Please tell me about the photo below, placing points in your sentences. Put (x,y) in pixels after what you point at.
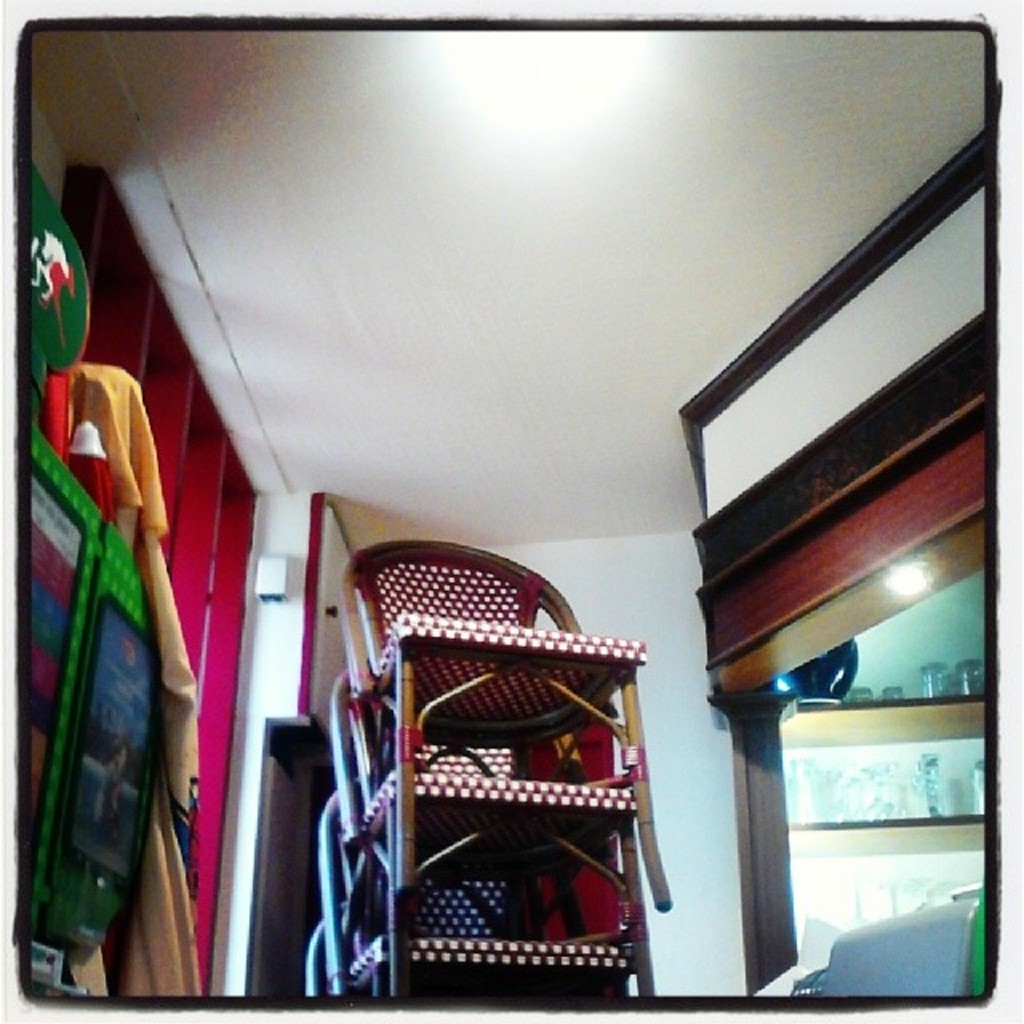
In this picture we can see chairs (395,575), glasses (942,792) in racks (863,729), clothes (155,497) and in the background (678,548) we can see the wall (651,649).
